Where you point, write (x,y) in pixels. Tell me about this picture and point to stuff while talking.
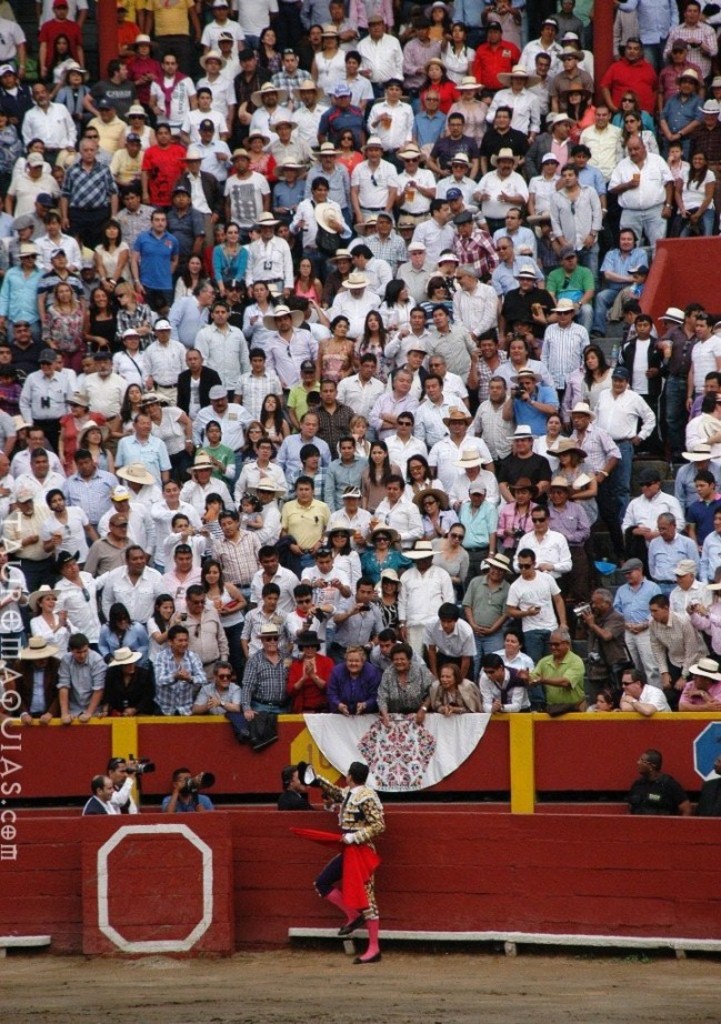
At the bottom of the image (356,805) we can see person (356,819) on the ground (403,999) and cameramans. In the background (339,684) we can see crowd (410,220).
